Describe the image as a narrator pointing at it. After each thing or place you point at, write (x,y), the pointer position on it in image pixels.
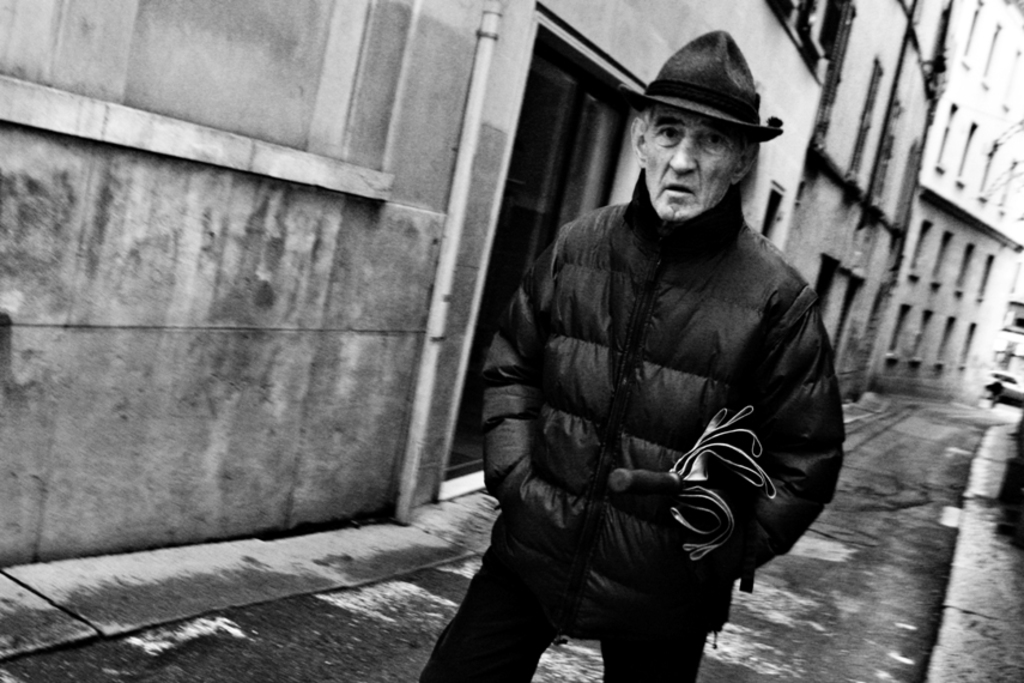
A person (682,276) is standing wearing a hat (674,90), jacket (674,268) and holding an umbrella (702,470). Behind him there are buildings (794,6) at the left (163,12).
